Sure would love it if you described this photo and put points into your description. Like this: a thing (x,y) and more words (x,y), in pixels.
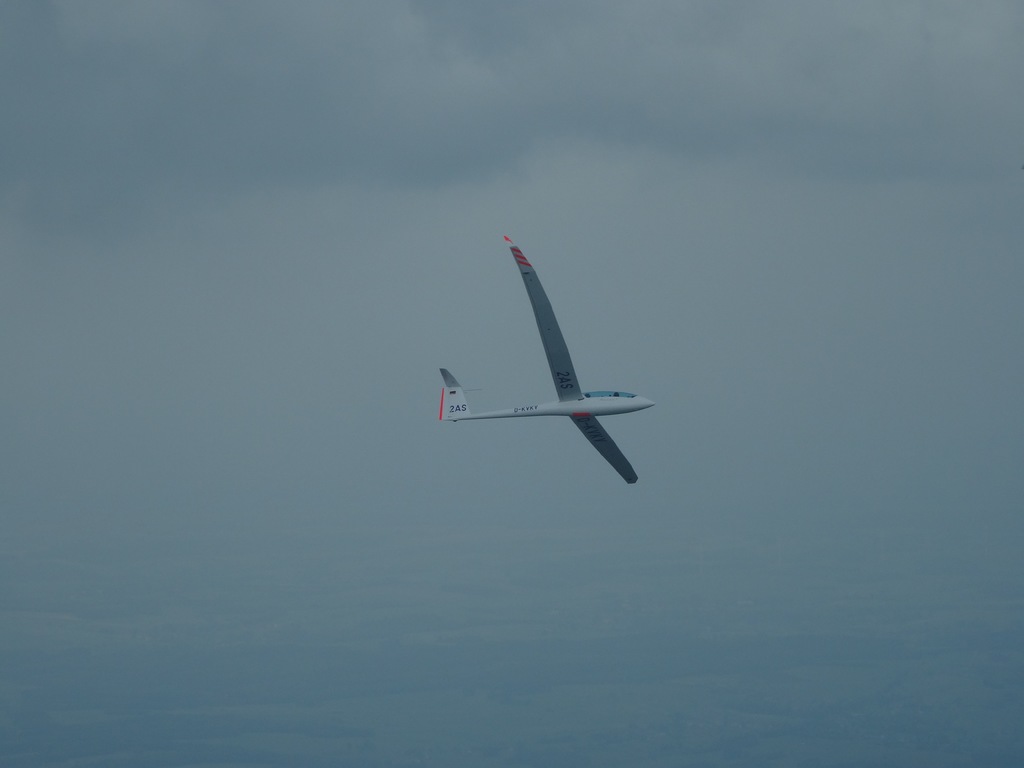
In the middle of this image (594,400), there is an aircraft (604,431) flying in the air (542,455). In the background (620,159), there are clouds (630,143) in the sky (328,168).
